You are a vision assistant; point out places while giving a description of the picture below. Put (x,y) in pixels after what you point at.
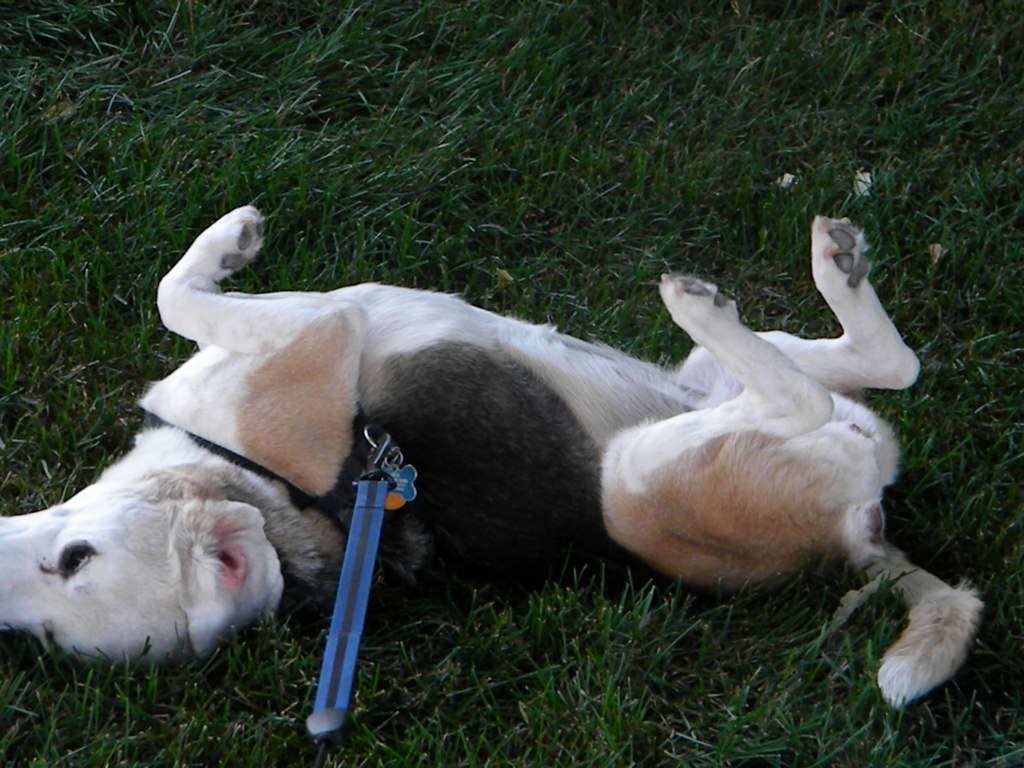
In this image we can see grass (417,68) on the ground (630,688). On that there is a dog (364,418) lying. And the dog (396,434) is having a collar (331,496) with blue color thing (354,565) on that.
